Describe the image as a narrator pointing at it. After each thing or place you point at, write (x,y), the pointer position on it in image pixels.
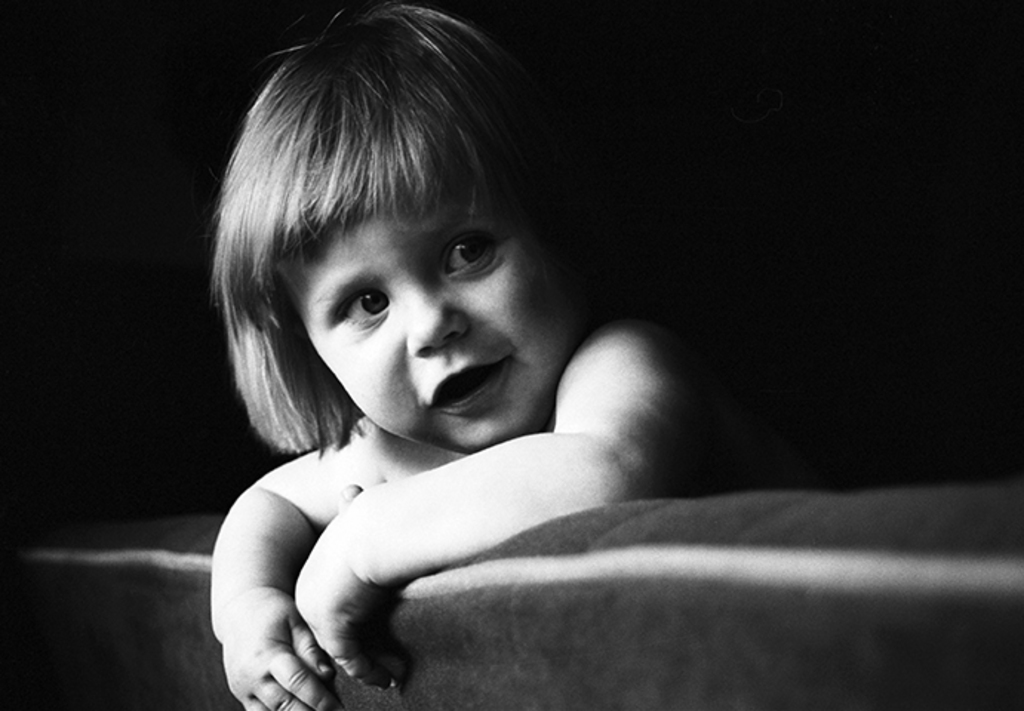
I see this is a black and white image and I see a baby (465,312) over here.
